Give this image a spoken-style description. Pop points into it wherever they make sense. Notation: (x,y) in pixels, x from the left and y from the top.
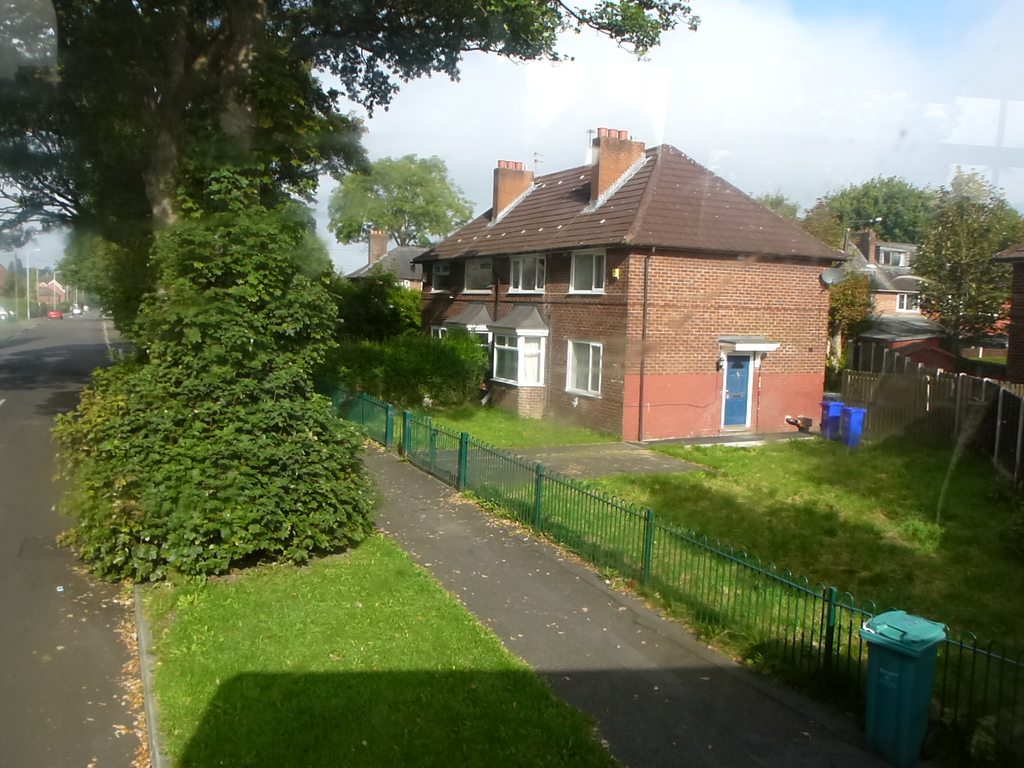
In this image we can see buildings (667,249), street poles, street lights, trash bins (845,417), fences (483,442), bushes (250,371), trees (225,286) and sky (684,117) with clouds (597,119).
